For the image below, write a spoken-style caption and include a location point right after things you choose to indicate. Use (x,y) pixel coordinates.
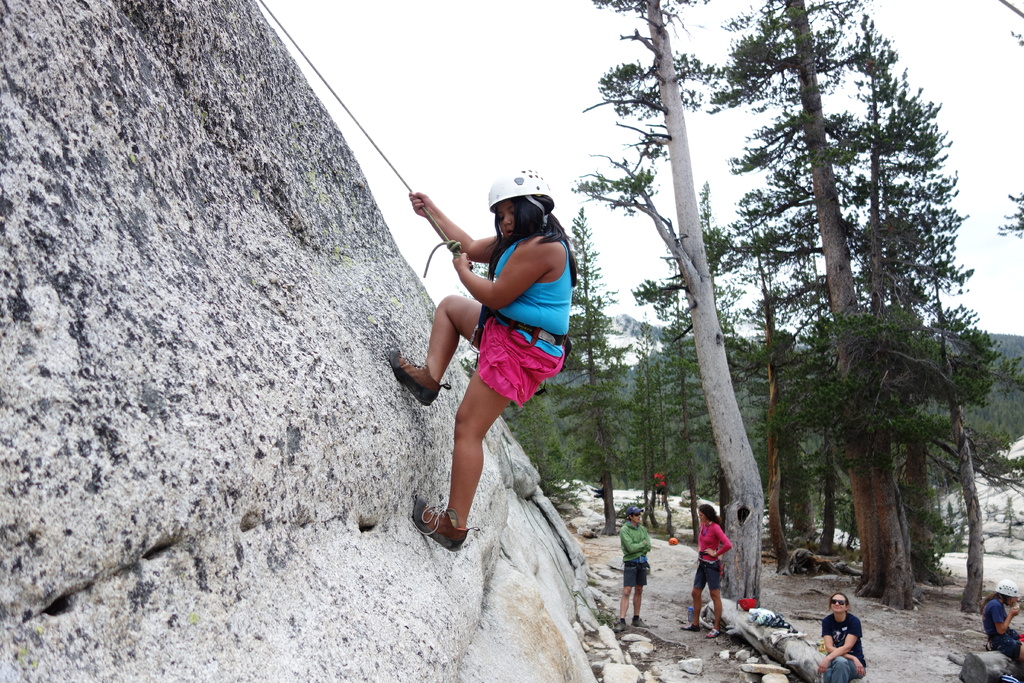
Towards left (104,222) there is a person (492,290) climbing a hill (263,482). On the right (748,679) there are people (1001,637), stones (782,682), clothes (780,635) and soil (720,650). In the center of the picture (588,388) there are trees (620,373). In the background (470,89) it is sky (965,78).
